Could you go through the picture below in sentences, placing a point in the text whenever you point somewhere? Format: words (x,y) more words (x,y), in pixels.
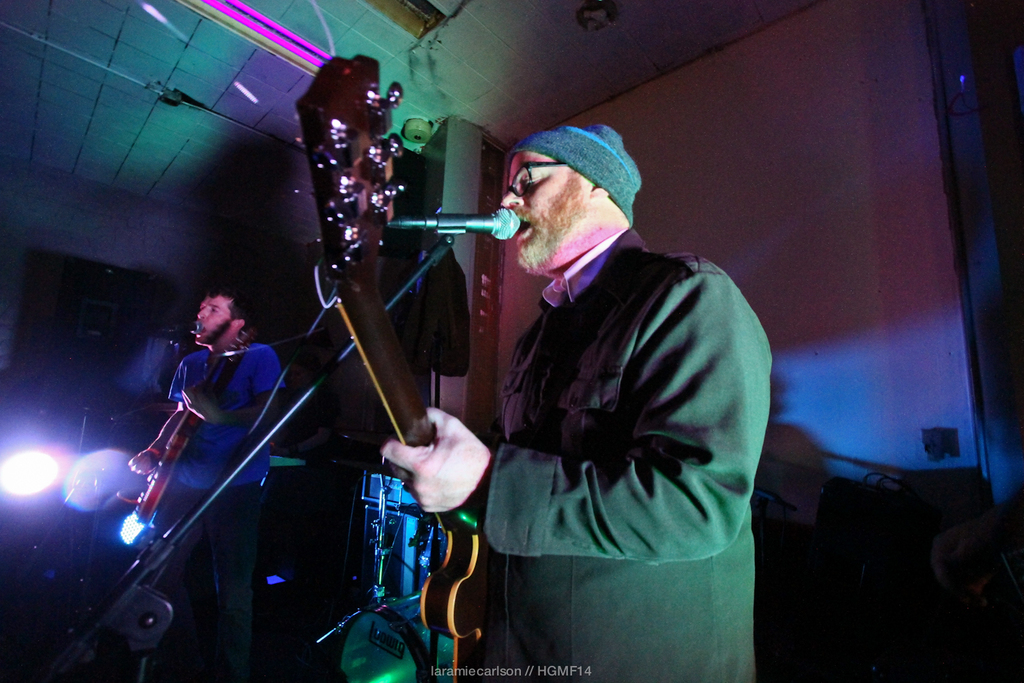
The picture is inside a room (265,365). In the middle (593,362) a person (654,457) wearing a black coat (558,396) and a cap (594,163) and glasses (526,182) is playing guitar (471,555) along with singing as his mouth (528,233) is open. In front of him there is a mic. In the left side (203,486) there is a man (228,458). He is also playing guitar (182,423) along with singing. On the top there is ceiling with lights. In the background (734,159) there is a white wall (836,313).
